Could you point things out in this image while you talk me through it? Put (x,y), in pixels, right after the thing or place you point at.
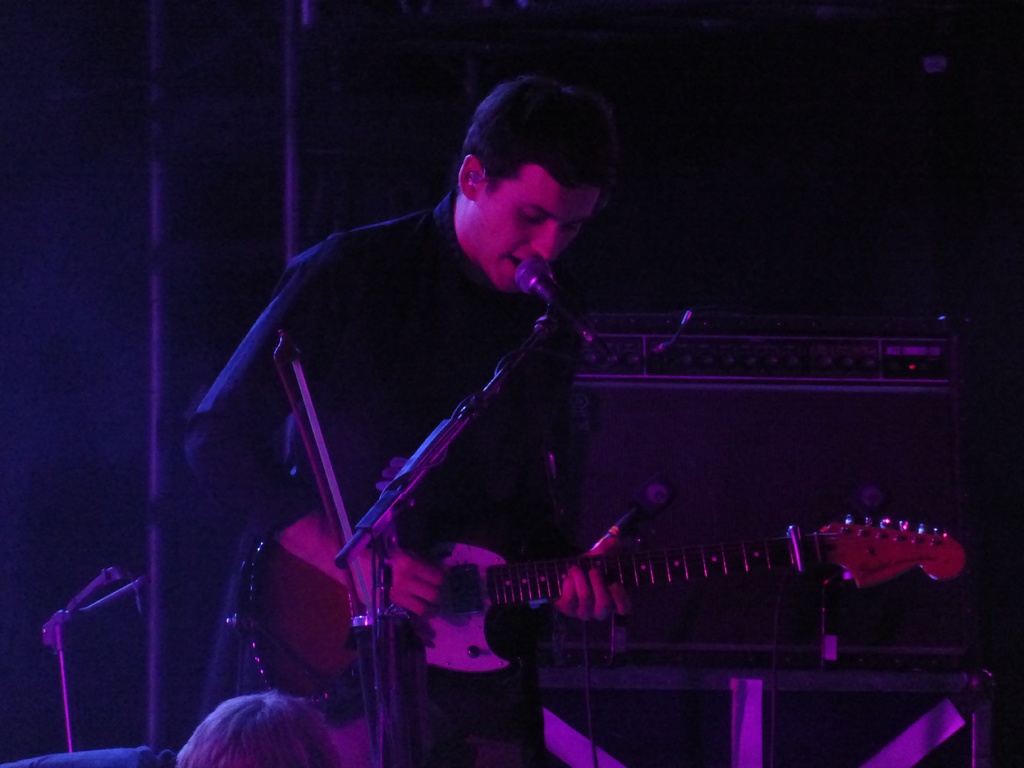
This man (425,597) is playing a guitar (452,606) and singing in-front of a mic (525,276). This is mic (540,283) with holder (483,401).
